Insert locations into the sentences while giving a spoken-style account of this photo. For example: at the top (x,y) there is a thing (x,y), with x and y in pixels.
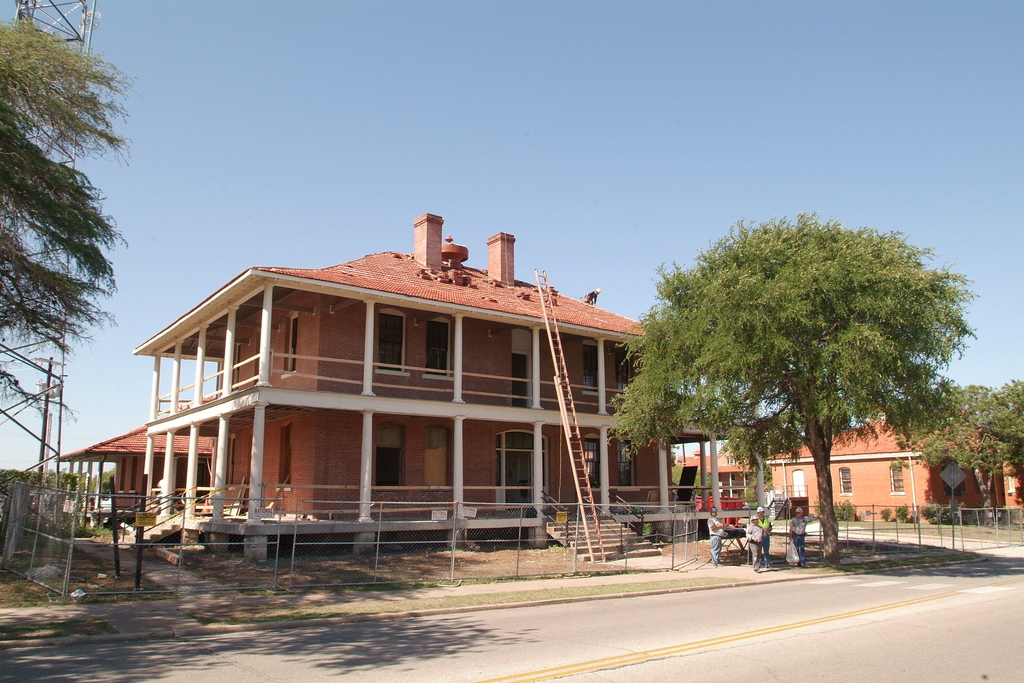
There is a road (764,626). On the side of the road (735,634) there are many people (750,535) standing. Also there is a tree (822,452). And there is a building (398,391) with windows (389,324), pillars (537,467). There are ladders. Also there are steps (559,535) with railings (552,516). Around the building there is fencing (520,530) with mesh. On the right side (941,477) there is a building (871,475) with windows (900,487). Also there is a tree (986,431). On the left side (66,189) there is a tower (56,23) and a tree (66,59). In the background (398,134) there is sky (474,130).
